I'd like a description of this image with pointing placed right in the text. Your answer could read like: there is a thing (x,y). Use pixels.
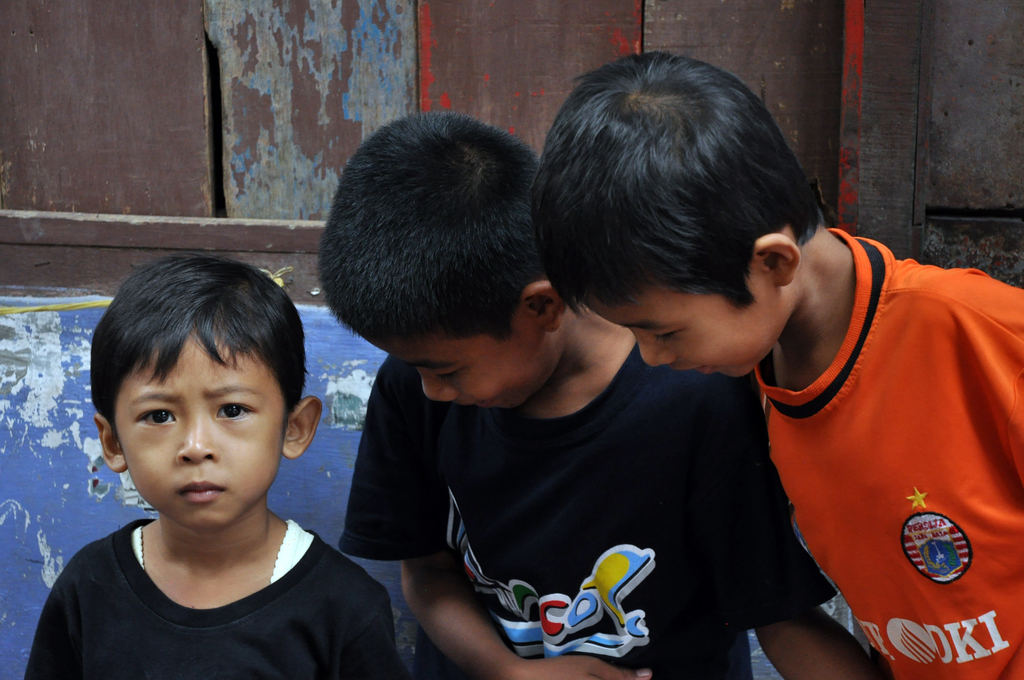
As we can see in the image in the front (489,375) there are three people (710,338) standing. These two are wearing black color t shirts (391,437) and the boy (887,407) on the right side (919,371) is wearing orange color t shirt (826,460).
